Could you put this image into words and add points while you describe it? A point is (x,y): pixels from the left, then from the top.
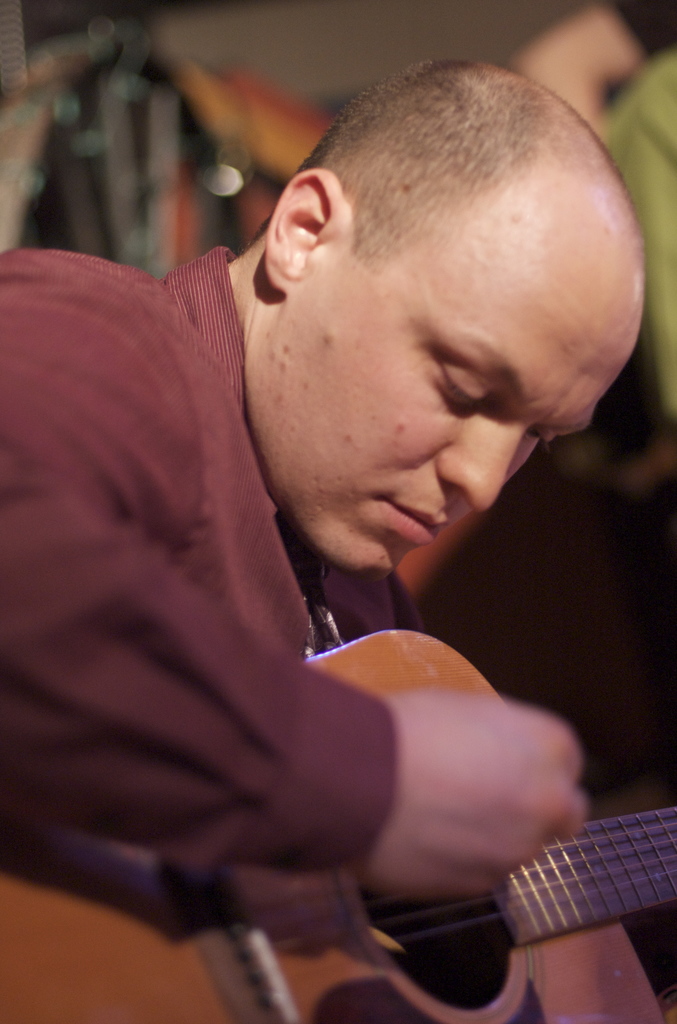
In this image there is one person (300,404) who is sitting, and he is holding a guitar (421,923) and he is wearing red shirt (147,507).
